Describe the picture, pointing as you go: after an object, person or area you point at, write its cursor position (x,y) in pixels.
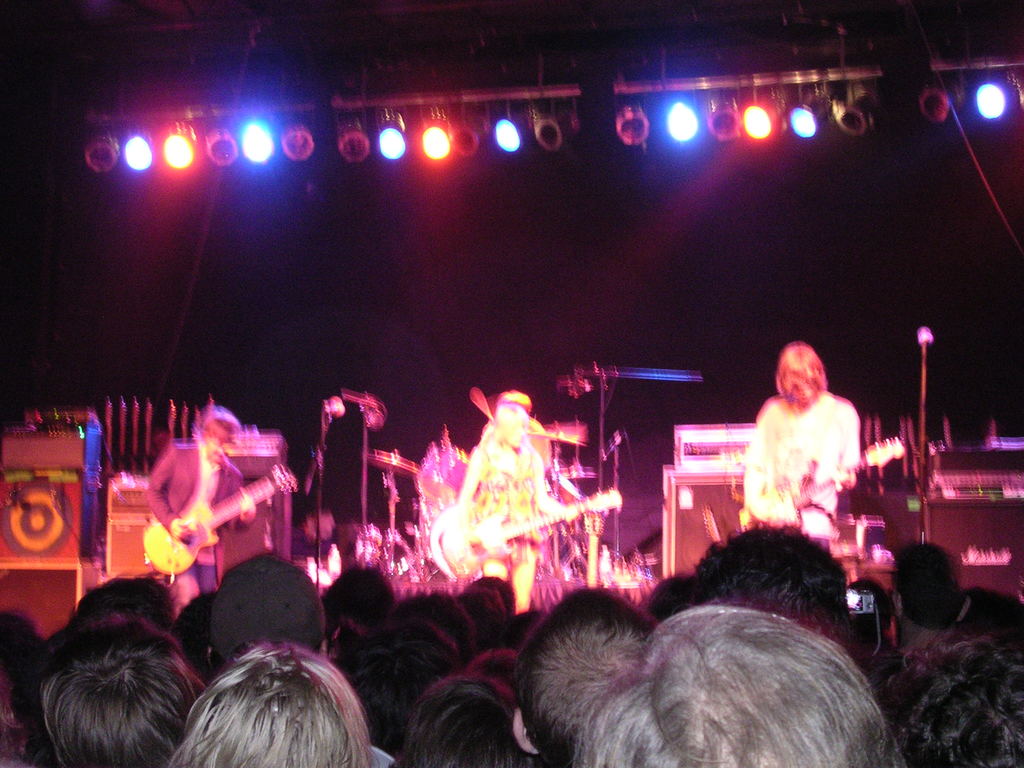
There is a group of people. They are playing a musical instruments (480,523). They are wearing a colorful dresses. We can see in background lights (629,110).
